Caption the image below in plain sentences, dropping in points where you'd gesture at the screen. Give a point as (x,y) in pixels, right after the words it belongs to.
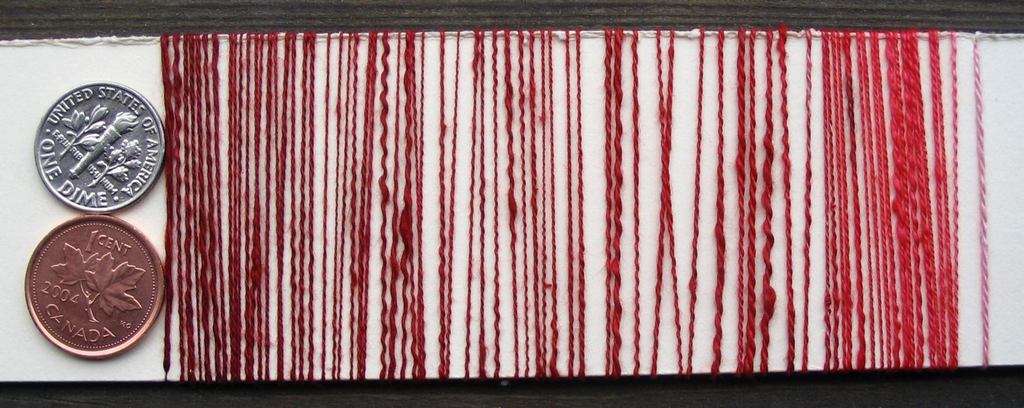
This picture shows couple of coins (36,311) and we see a thread (483,246) on the table (194,11).
